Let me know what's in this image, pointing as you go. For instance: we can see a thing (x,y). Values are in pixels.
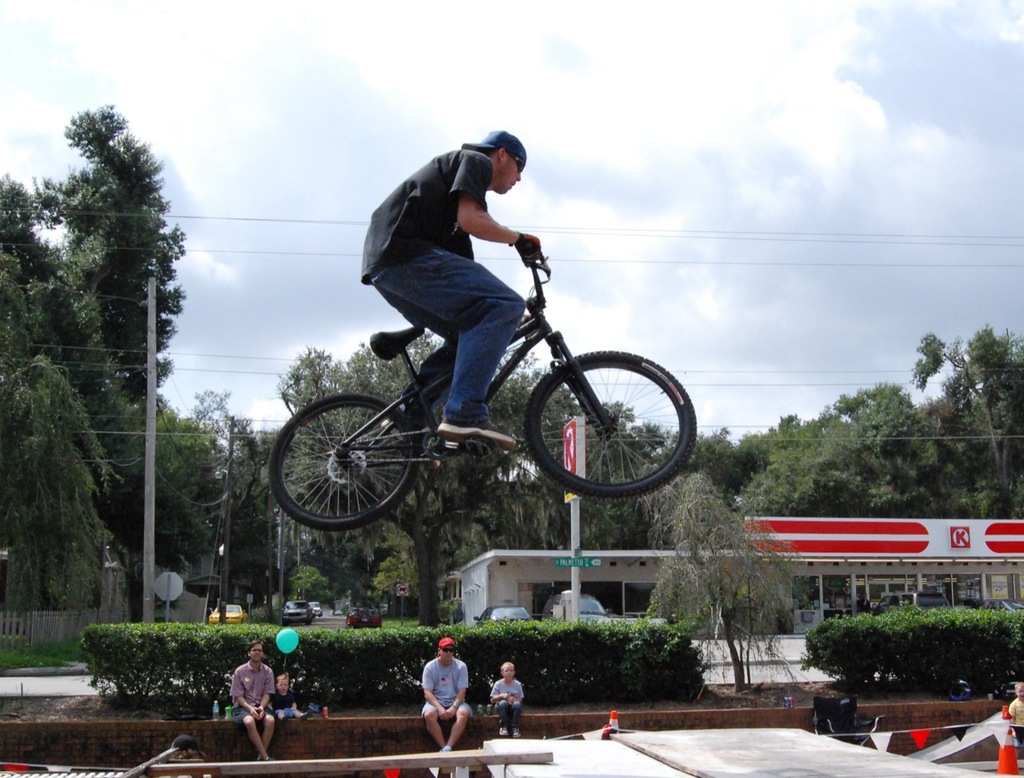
In the middle (646,468) I can see a person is doing a stunt on the bicycle (657,372). At the bottom (294,529) I can see five persons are sitting on a fence (303,727), trees (307,589), poles (280,529), houses (609,567) and vehicles (307,605) on the road (63,679). On the top (256,146) I can see the sky (256,110) and wires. This image is taken during a sunny day.
